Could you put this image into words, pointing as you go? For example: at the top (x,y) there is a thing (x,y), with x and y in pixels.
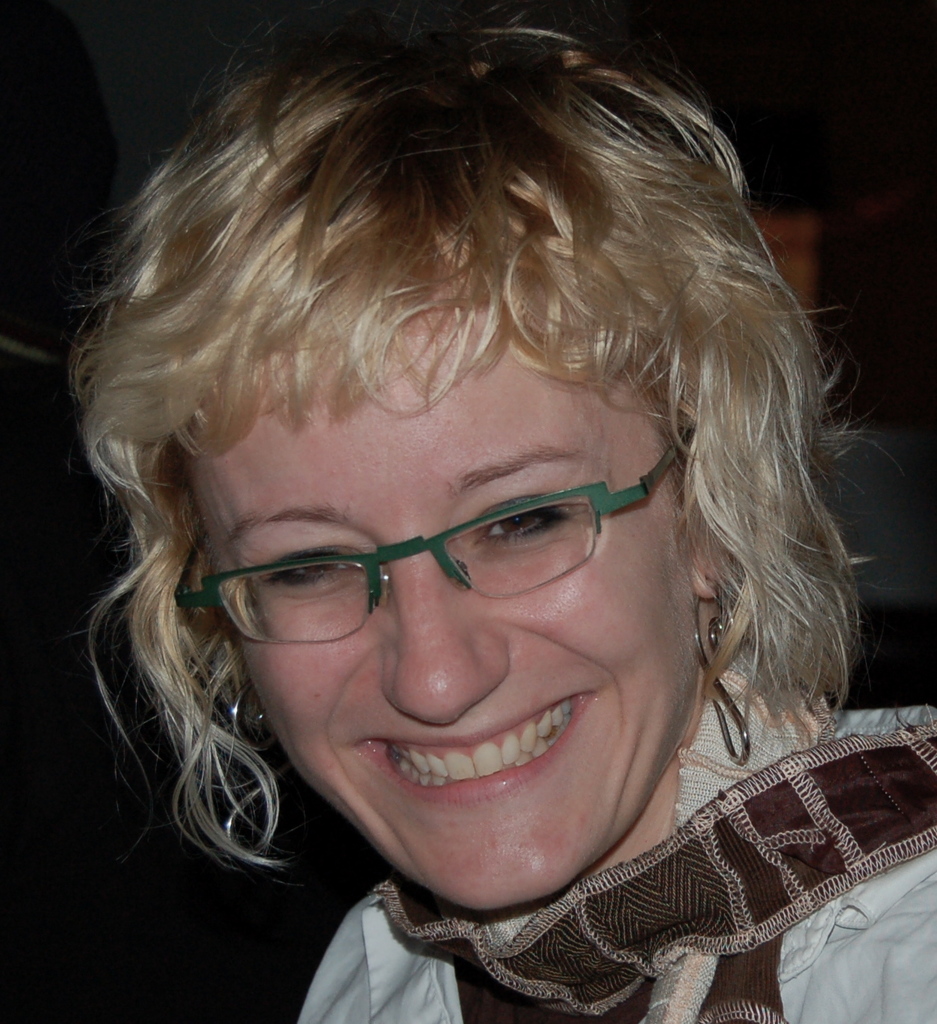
In this image there is a woman (483,422), she is wearing spectacles (446,550), she is wearing ear rings (714,645), the background of the image (907,454) is dark.
